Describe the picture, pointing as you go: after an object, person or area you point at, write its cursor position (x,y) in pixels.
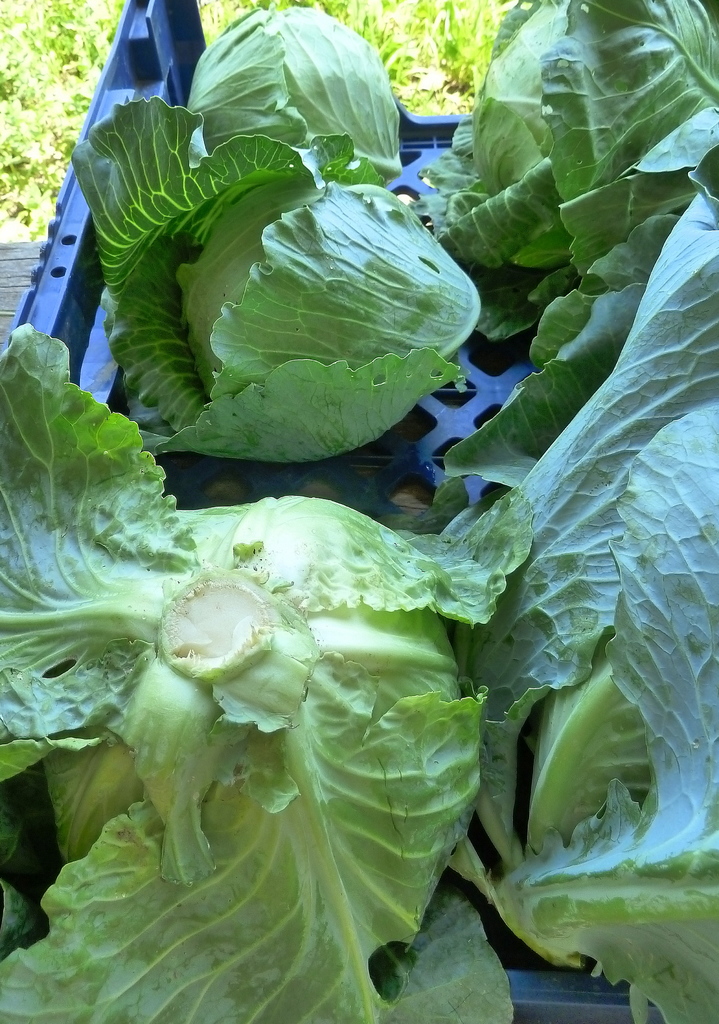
In this image there are cabbages (304,201) in a tray (116,41). In the background of the image (393,28) there is grass (424,54).
